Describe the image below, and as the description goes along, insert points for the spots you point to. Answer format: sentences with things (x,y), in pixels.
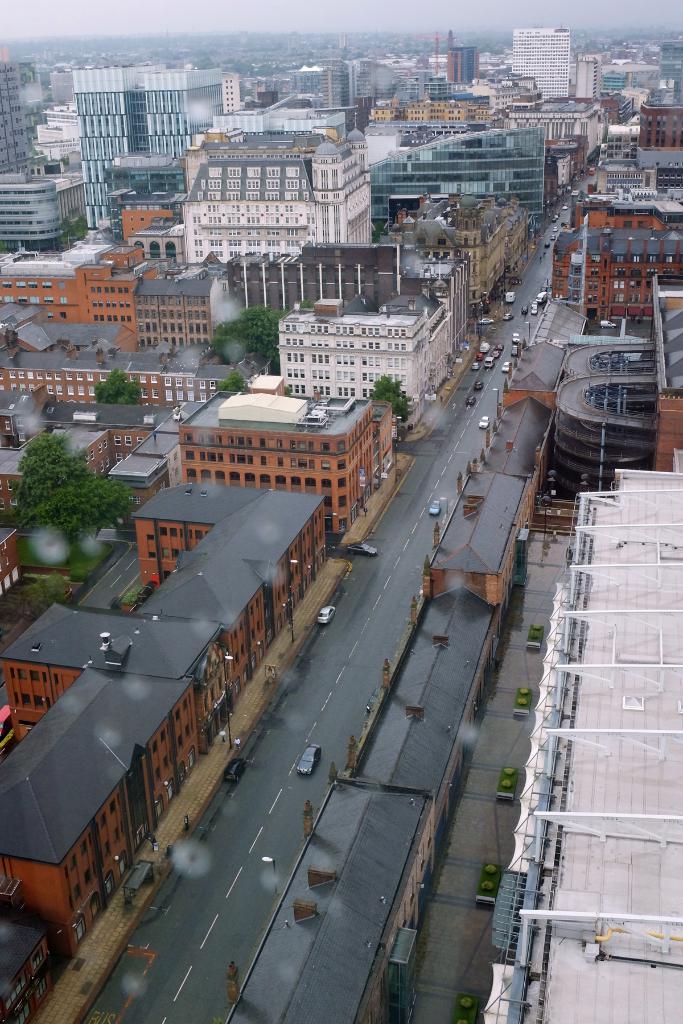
In this image, we can see so many buildings (371,456), vehicles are on the road (313,716), trees (83,476), roofs (7,320).
